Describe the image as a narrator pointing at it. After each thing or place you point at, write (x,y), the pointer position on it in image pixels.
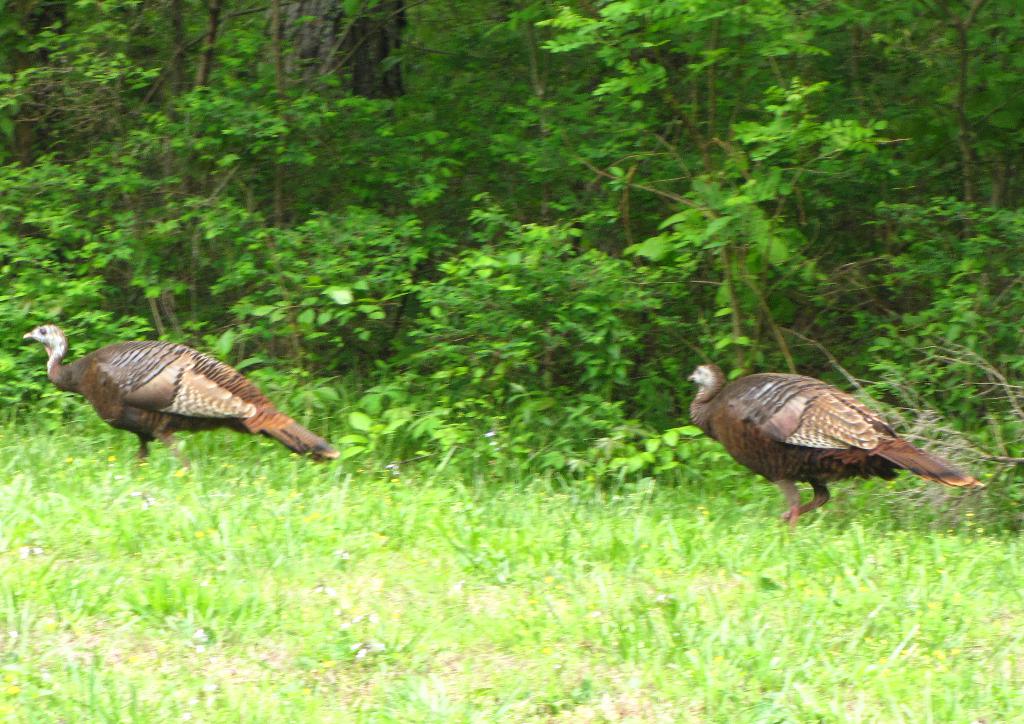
In the center of the image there are birds (62,374). At the bottom of the image (358,604) there is grass (410,532). In the background of the image (414,276) there are trees (535,214).
